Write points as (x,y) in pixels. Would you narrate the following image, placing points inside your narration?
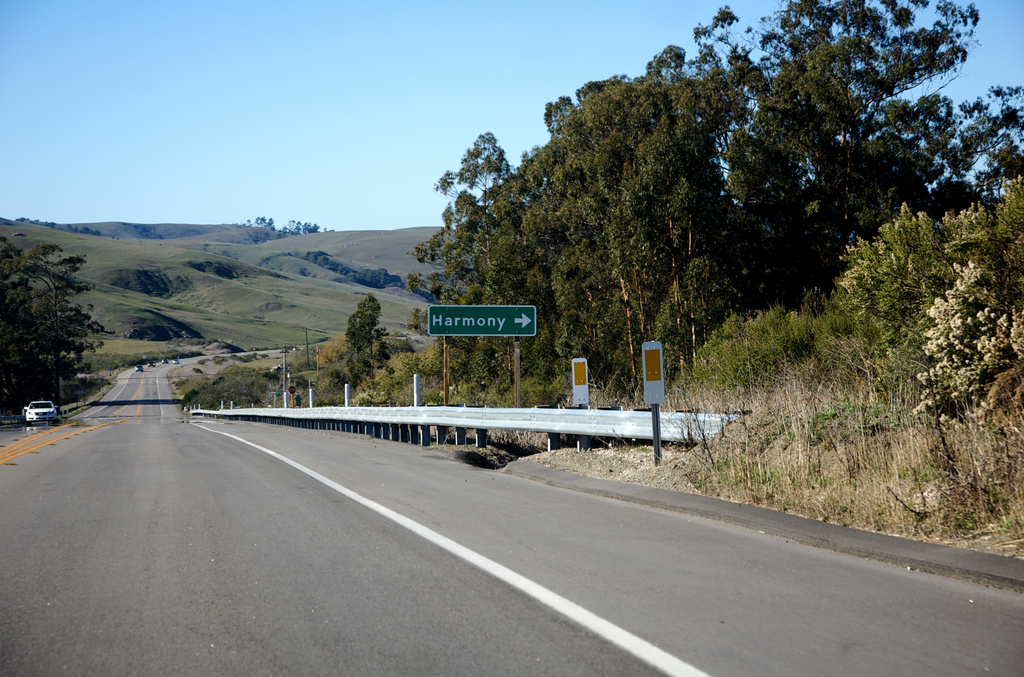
In this image in front (323,556) there are vehicles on the road (241,516). On the right side of the image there are boards (656,390). In the background of the image (537,324) there are trees (677,220), mountains (267,237) and sky (379,106).
